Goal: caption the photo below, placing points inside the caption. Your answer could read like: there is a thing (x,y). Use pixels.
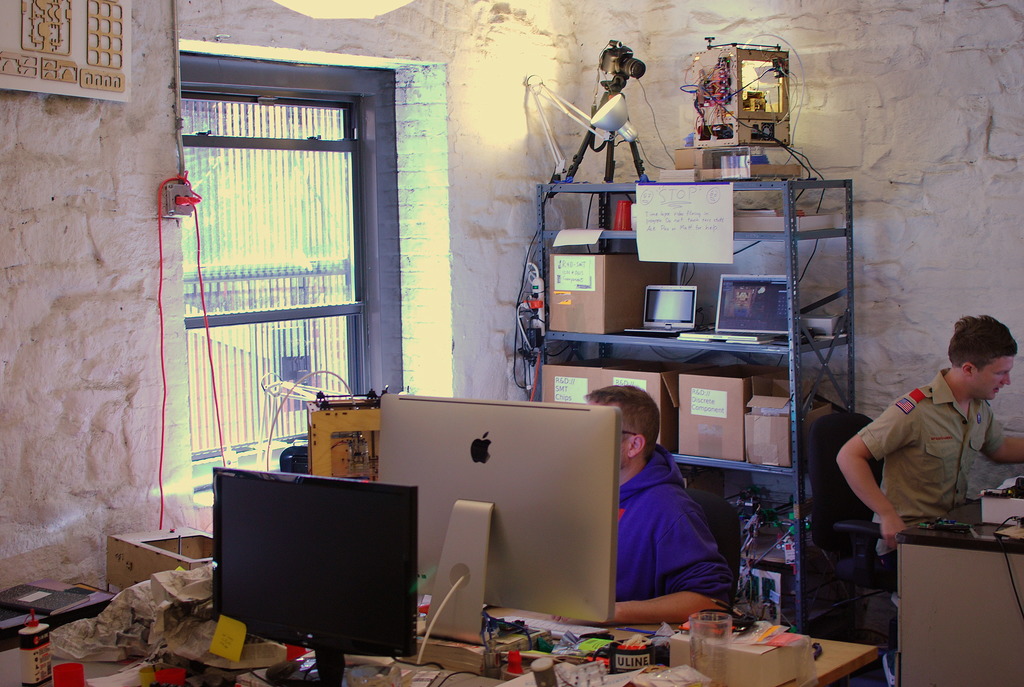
in this image can see two computers (484,532). behind that there is a man (666,514). at the right side (906,458) there is another person (907,419) sitting. at the left (274,301) there is a window (303,282).
